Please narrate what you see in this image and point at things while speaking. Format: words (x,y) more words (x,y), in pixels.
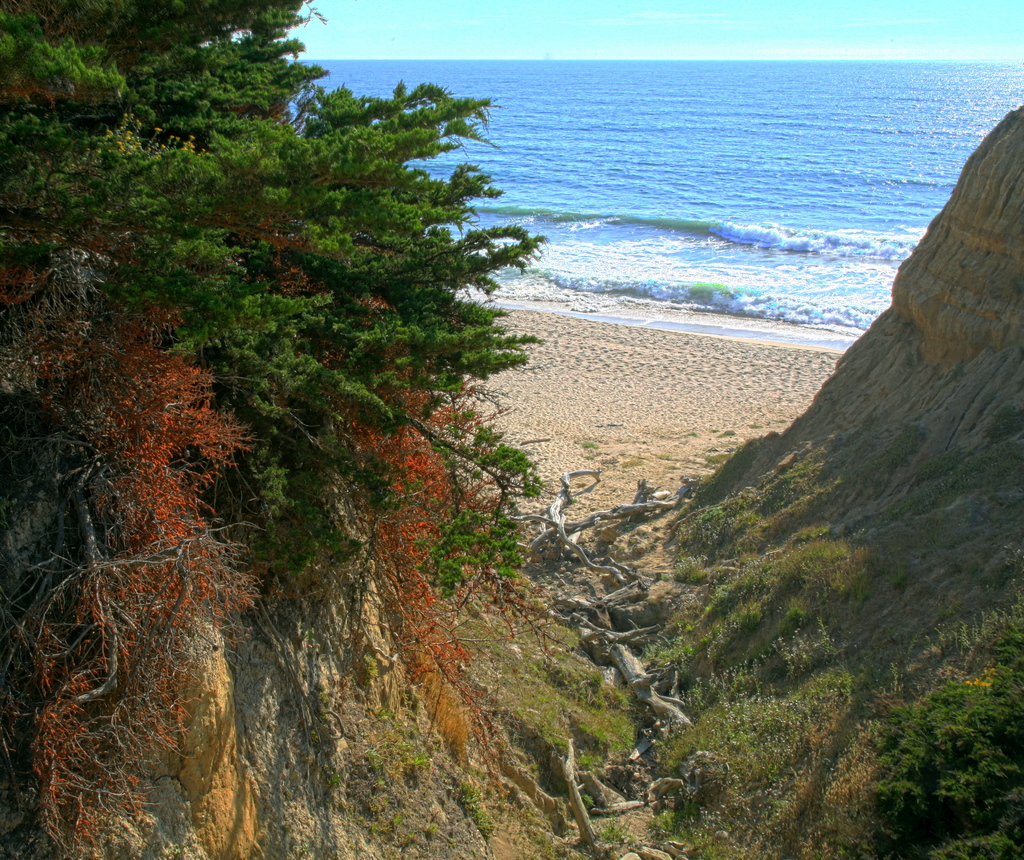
In this image on the left (200,352) and right side (917,730), I can see the trees (934,748). In the background (600,239), I can see the water (620,165) and the sky (608,48).
